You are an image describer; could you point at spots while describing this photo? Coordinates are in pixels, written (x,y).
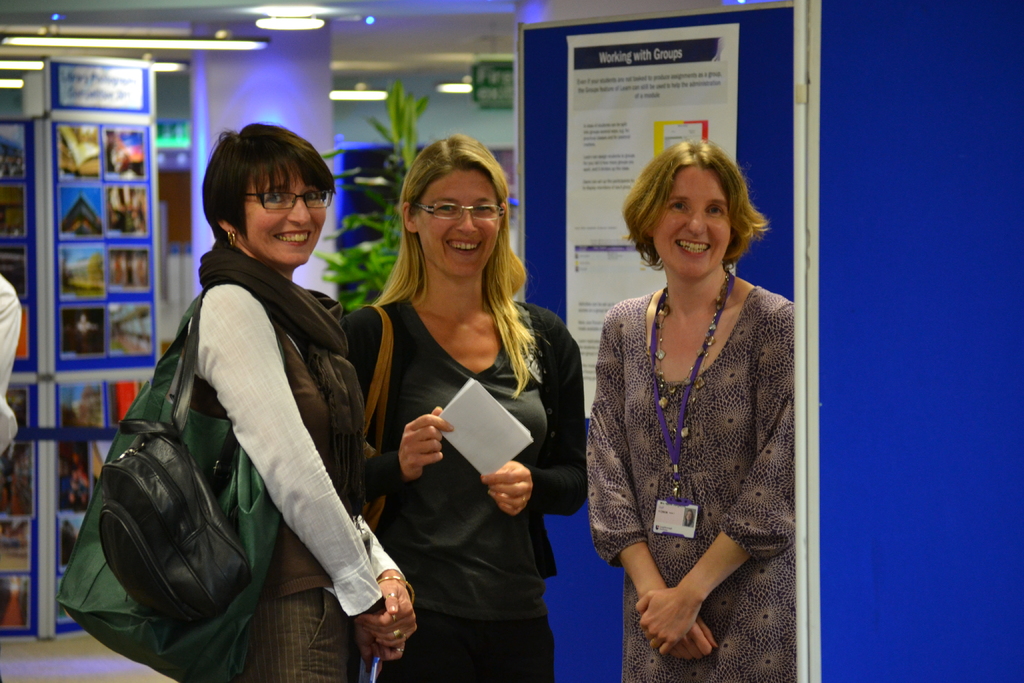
In this image we can see three persons (433,383) standing and smiling, among them, two persons (441,439) are holding the objects (461,408), there are some posters (96,163) with text (134,93) and images (117,145), also we can see some plants (373,214), lights (102,48) and a pillar (280,71).
